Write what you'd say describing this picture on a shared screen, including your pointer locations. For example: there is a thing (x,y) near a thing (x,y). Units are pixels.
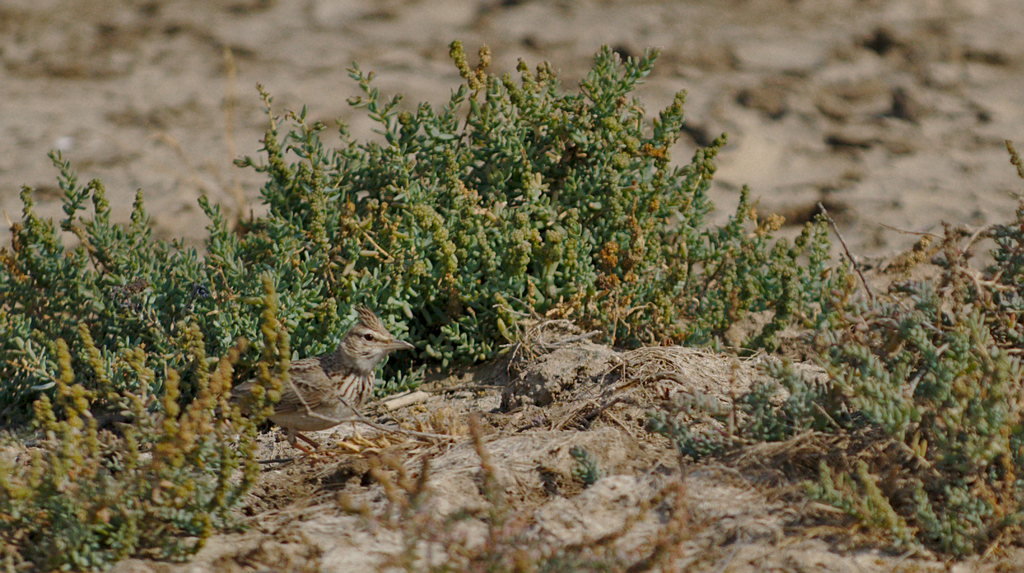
This is the picture of a place where we have some plants (655,281) and a bird (356,370) to the side on the floor (520,457).
